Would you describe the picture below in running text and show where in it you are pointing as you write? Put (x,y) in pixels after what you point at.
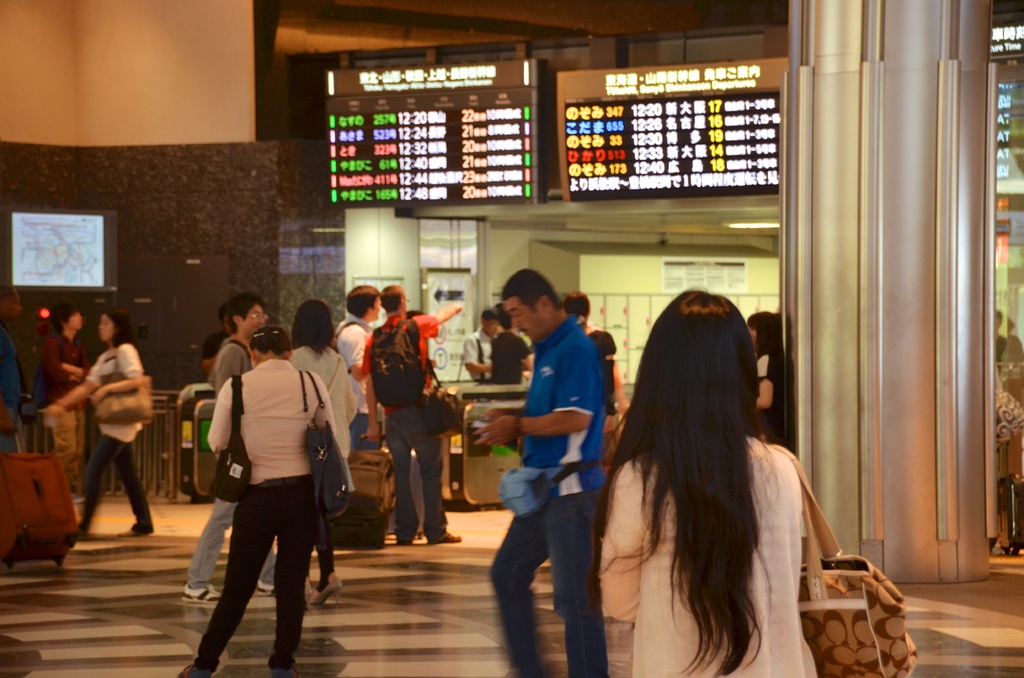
In this image I can see the group of people (517,419) and few people (443,525) are wearing bags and few are holding something. I can see few screens (463,98), fencing (154,438), pillar (816,158) and the wall (144,180).
